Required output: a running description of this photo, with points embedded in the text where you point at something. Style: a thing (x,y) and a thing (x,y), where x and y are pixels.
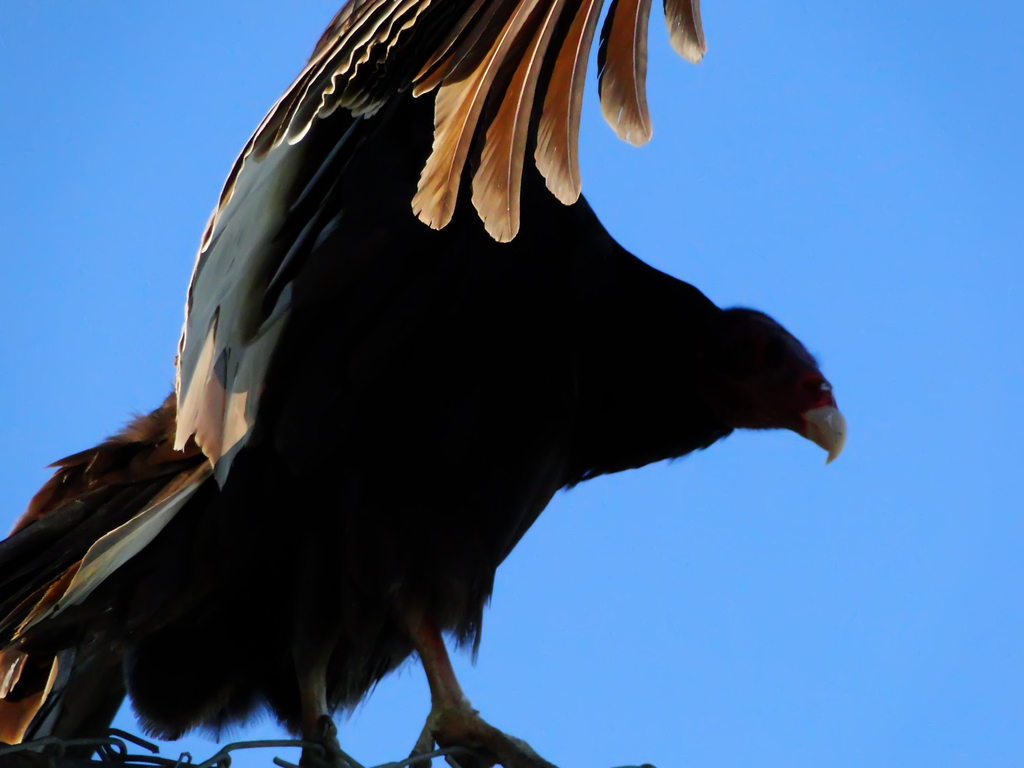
This image consists of a bird (352,395) in black color. The feathers (486,152) are in brown color. In the background (153,223), there is sky (617,216) in blue color.
